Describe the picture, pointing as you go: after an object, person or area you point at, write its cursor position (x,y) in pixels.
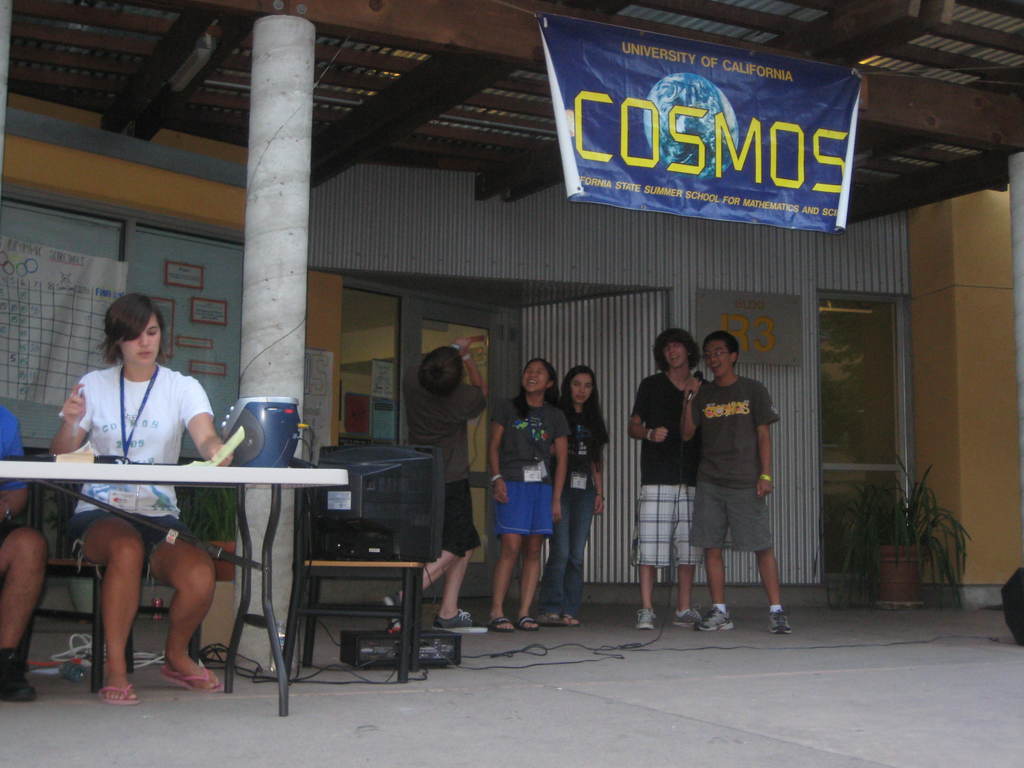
In this picture I can see few people (532,404) standing and couple of them (80,542) seated on the chairs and I can see a television (392,523) and a speaker (274,440) on the table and I can see banners (69,362) with some text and I can see a man (730,409) holding a microphone (686,393) in his hand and few of them wore ID cards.
